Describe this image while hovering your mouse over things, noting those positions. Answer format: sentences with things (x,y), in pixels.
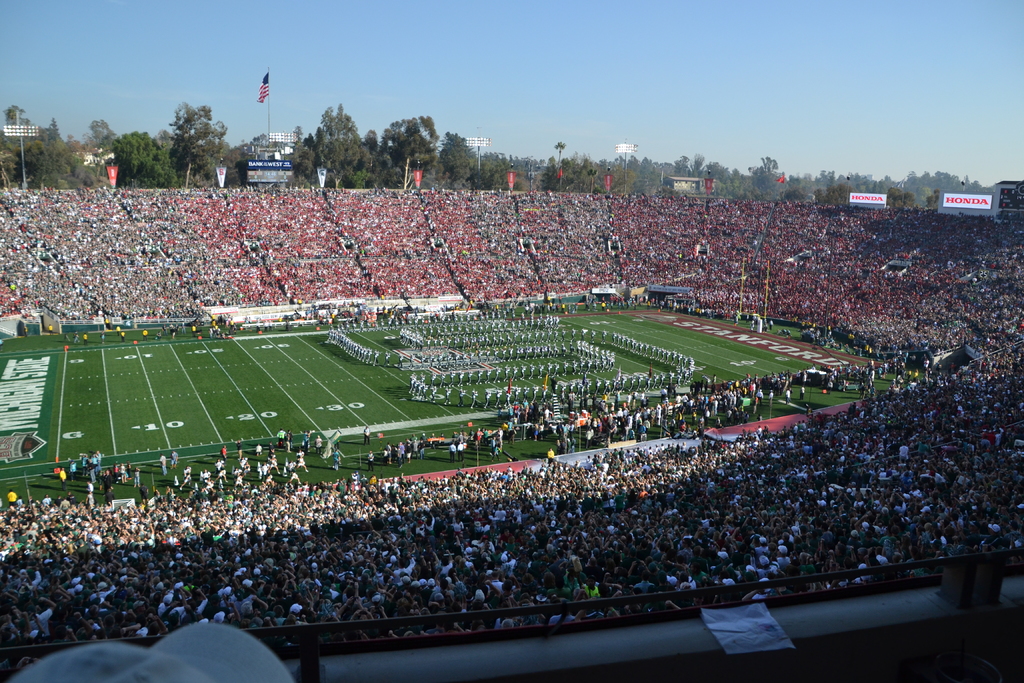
In this picture I can see few people (588,344) are standing on the ground (398,398) and I can see audience (75,292) all around and I can few boards (956,202) with some text (281,164) and I can see banners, trees (409,146) and I can see buildings (97,157) and a flag pole (267,113) and I can see a blue sky (640,71) and I can see flood lights (274,138) to the poles (282,148).
